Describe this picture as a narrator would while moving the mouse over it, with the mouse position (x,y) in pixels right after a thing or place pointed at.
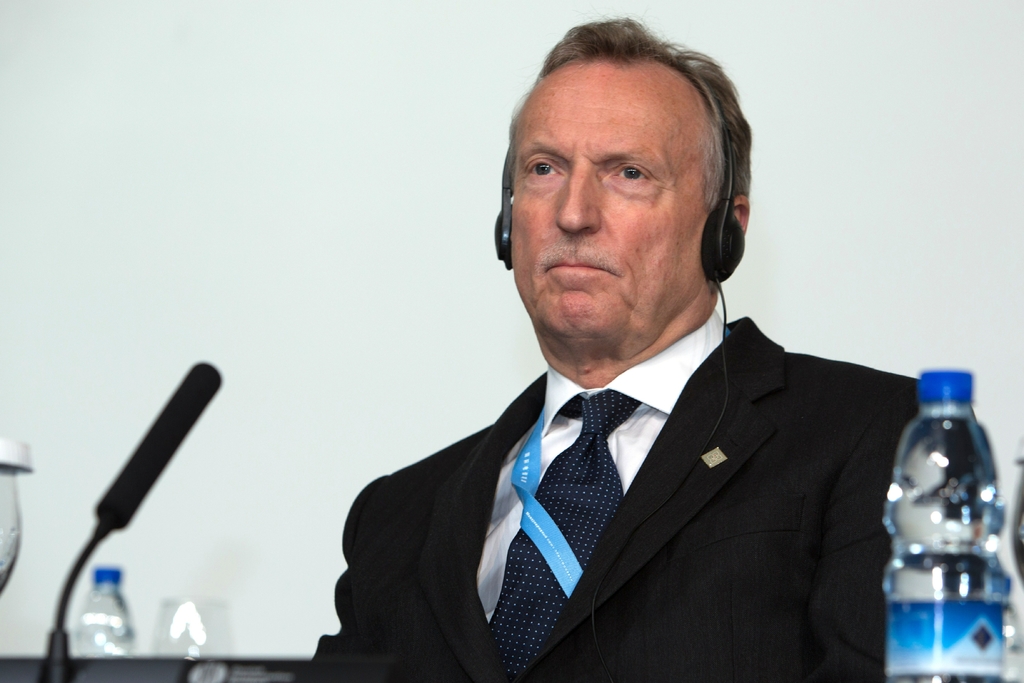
A person (627,463) is sitting on the chair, he is wearing headset (729,255). In front of him there is a microphone (90,553) and water bottle (128,629).
